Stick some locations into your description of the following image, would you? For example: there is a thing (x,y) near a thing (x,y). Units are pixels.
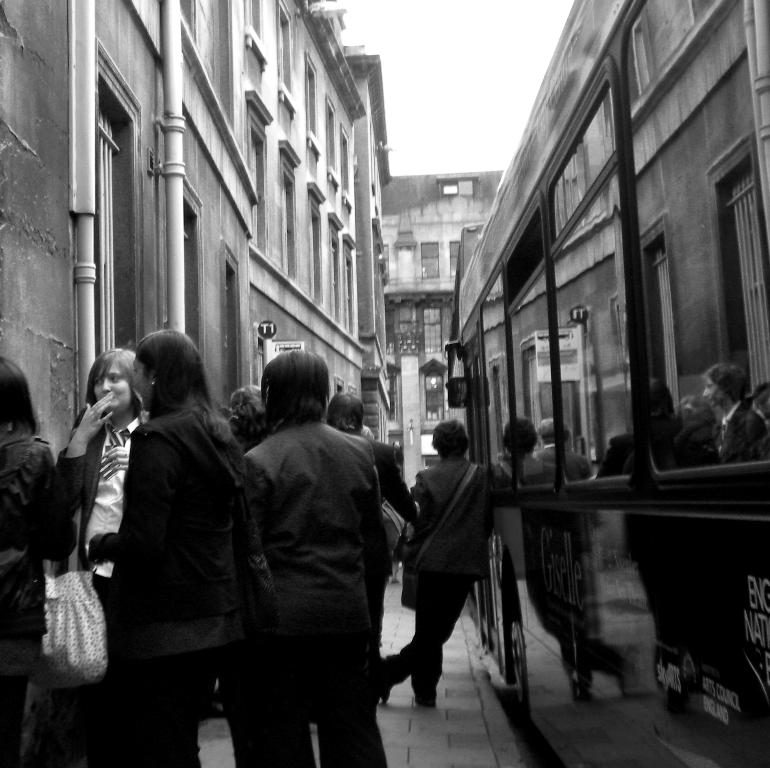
This is the black and white image and we can see some people (296,645) and to the side there is a vehicle (692,64) and we can see few buildings (39,104).
